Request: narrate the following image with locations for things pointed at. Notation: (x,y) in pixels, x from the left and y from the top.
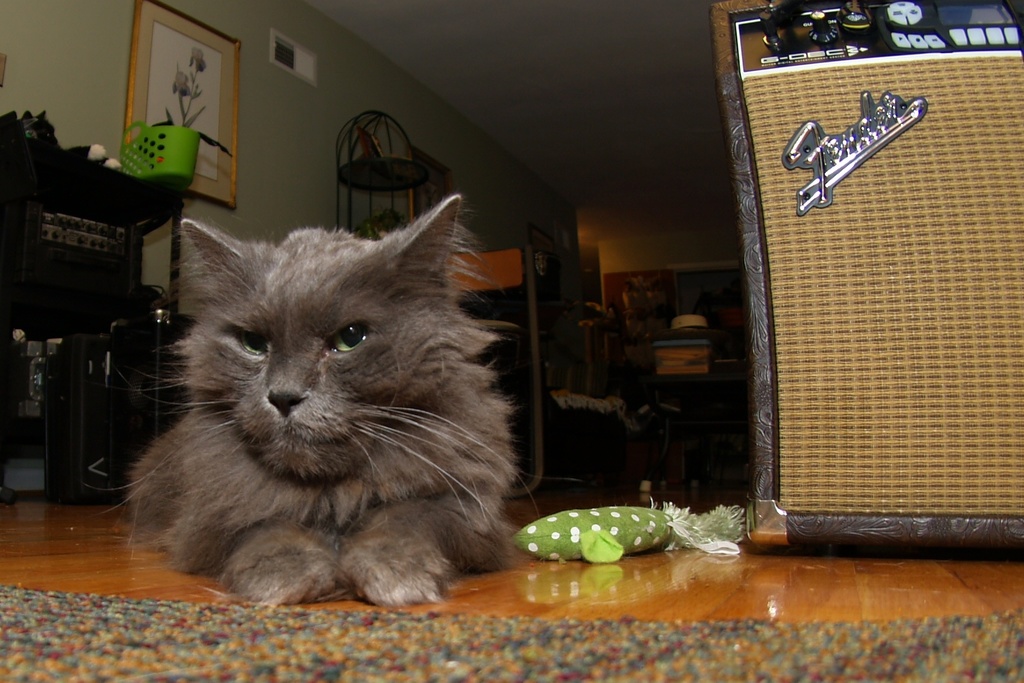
Here I can see a cat (298,465) on the floor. Beside that there is a toy (601,534). On the right side (937,255) I can see an object (788,229). In the background (103,273) there are some tables (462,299), a rack (529,332) are arranged. On the top (207,102) I can see few frames (429,181) are attached to the wall (281,179). At the bottom of the image (318,645) I can see a mat (90,645) on the floor (65,576).
